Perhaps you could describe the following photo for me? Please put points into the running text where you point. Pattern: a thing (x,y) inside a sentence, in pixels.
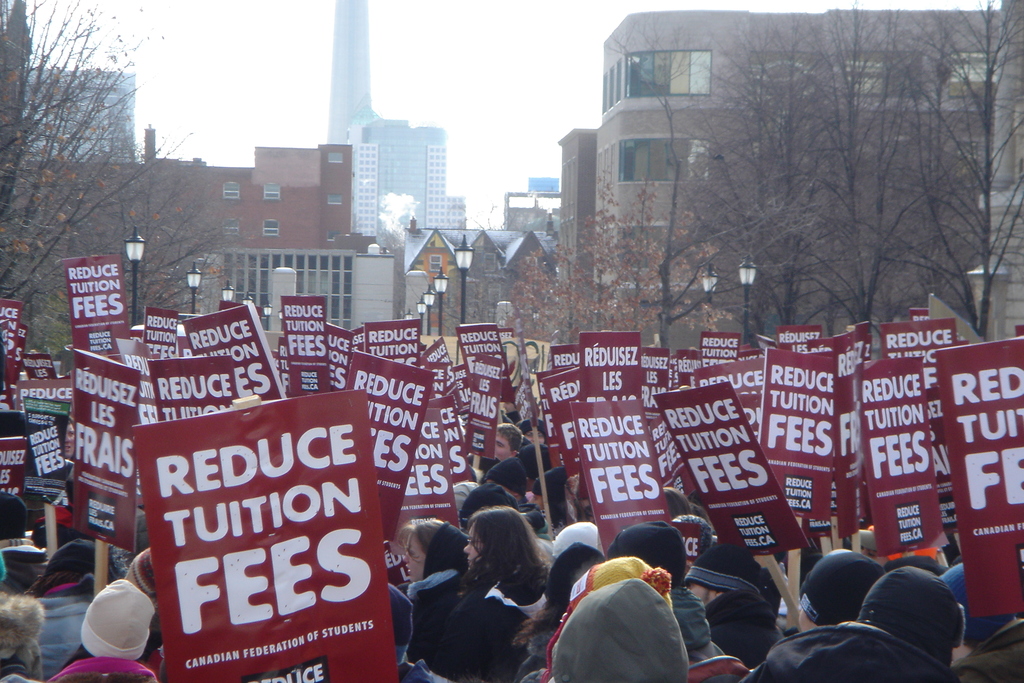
In this image we can see persons (99,632), boards (879,498) and other objects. In the background of the image (613,230) there are buildings (518,195), street lights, trees (596,253) and other objects (289,284). At the top of the image (378,89) there is the sky (532,69).
